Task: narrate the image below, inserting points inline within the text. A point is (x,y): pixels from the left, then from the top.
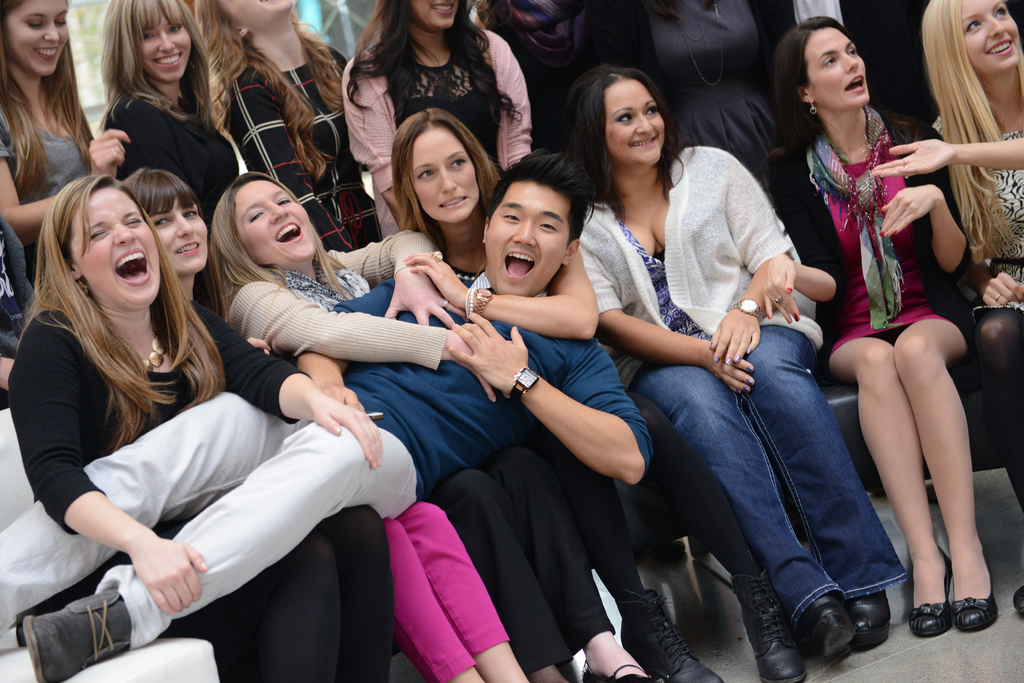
In the image there are many women (765,412) sitting on chairs (826,363) and holding a man (511,214) and behind there are few women (72,91) standing.
